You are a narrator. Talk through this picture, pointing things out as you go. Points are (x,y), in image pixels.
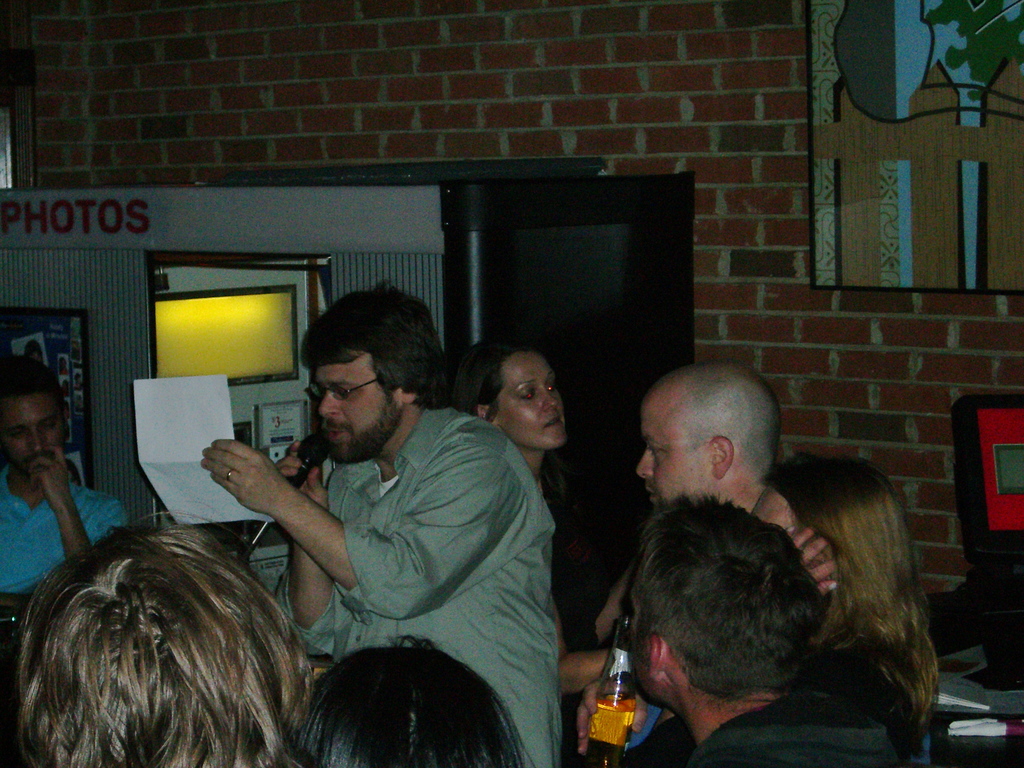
In the image we can see there are people (508,549) standing and a person (638,718) is holding beer bottle (625,730) in his hand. There is a person (313,504) holding mic (301,474) and paper (193,476) in his hand (240,470). He is looking into the paper (170,465). Behind there is photo frame (948,216) kept on the wall (847,361).
